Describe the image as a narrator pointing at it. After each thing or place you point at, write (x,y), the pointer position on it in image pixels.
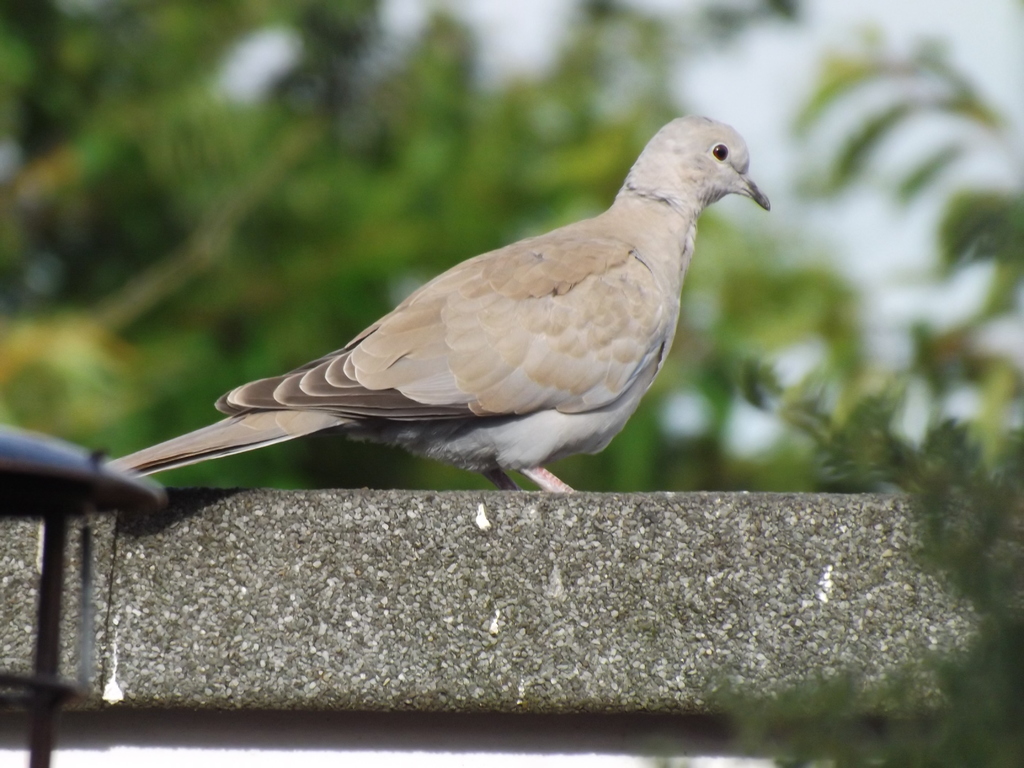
In this image I can see the bird (570,411) and the bird (623,316) is in white, cream and brown color. Background (81,90) I can see few plants (205,218) in green color and the sky (787,61) is in white color.
